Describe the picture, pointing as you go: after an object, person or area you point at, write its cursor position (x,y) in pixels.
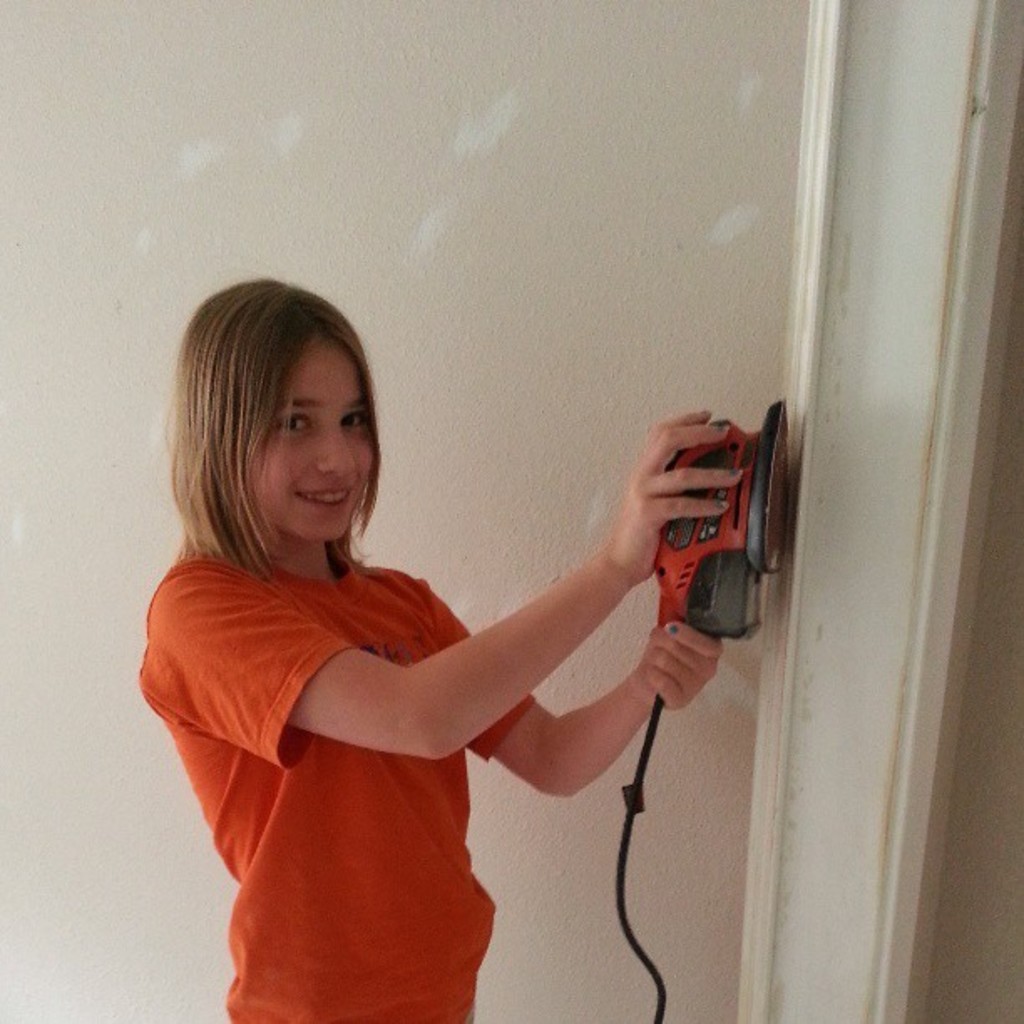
In this image we can see a girl (338,343) standing on the floor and holding a machine (733,438) with cable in her hands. In the background (515,469) we can see walls (498,268).
